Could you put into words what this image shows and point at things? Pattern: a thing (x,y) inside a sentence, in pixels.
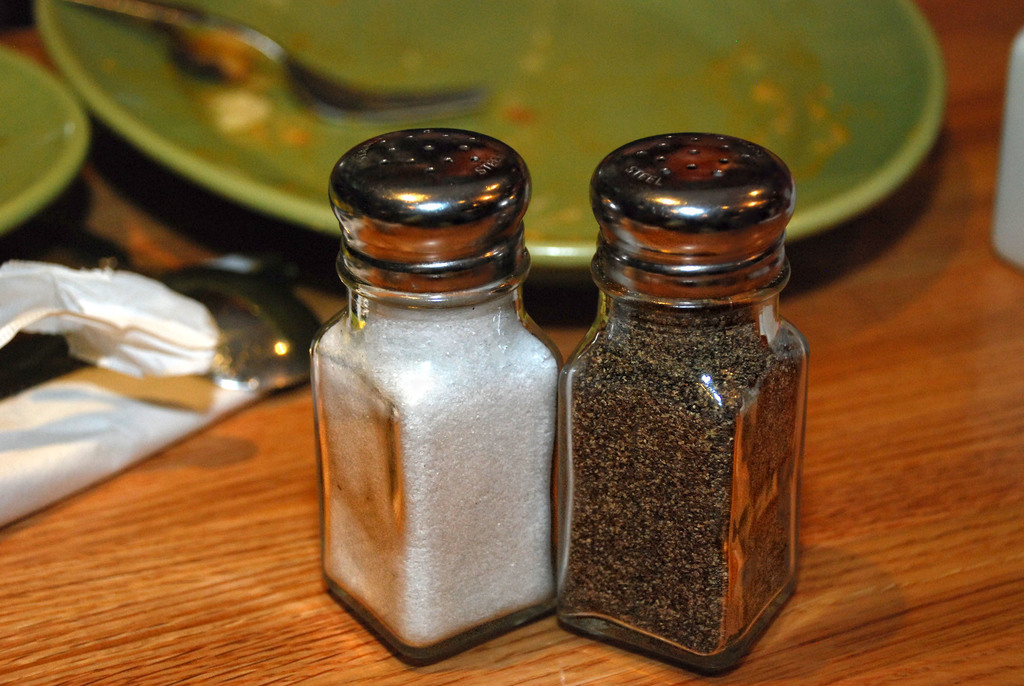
In this image we can see the plates (276,178), jars (531,415), fork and some other objects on the table (165,519).
